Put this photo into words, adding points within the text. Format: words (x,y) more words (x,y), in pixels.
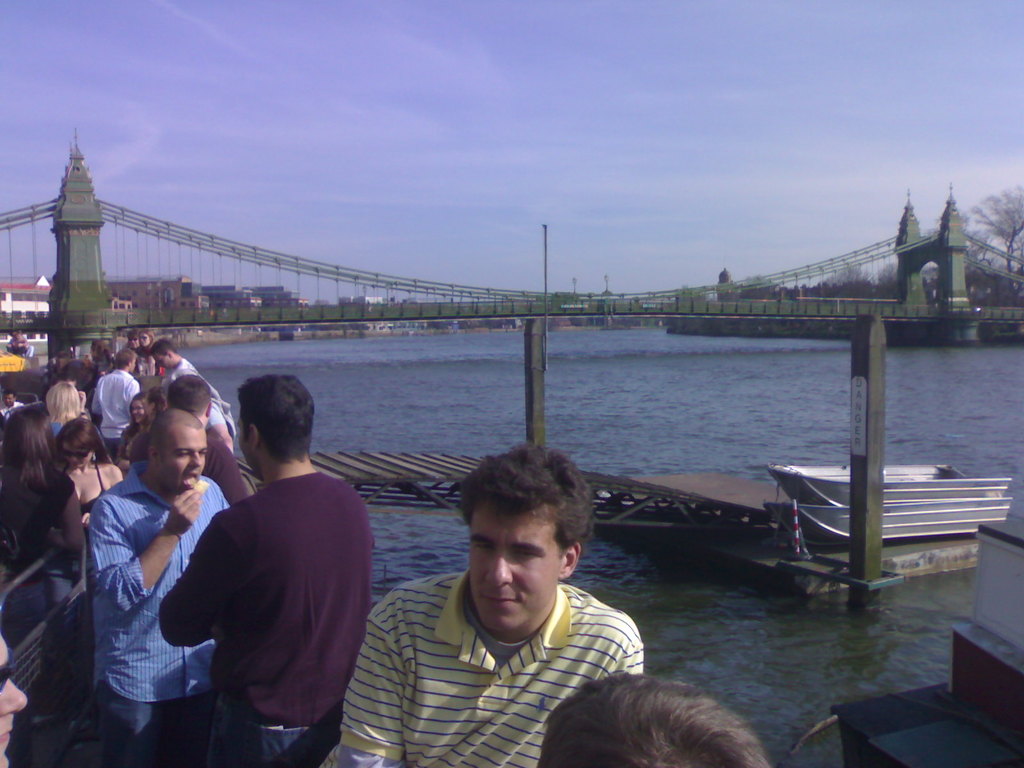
In this picture there are people (565,559) and we can see boats (839,511), wooden pier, water (707,591), poles (543,424) and bridge (944,261). In the background of the image (885,286) we can see buildings (180,284), trees (1010,226) and sky (592,129).
